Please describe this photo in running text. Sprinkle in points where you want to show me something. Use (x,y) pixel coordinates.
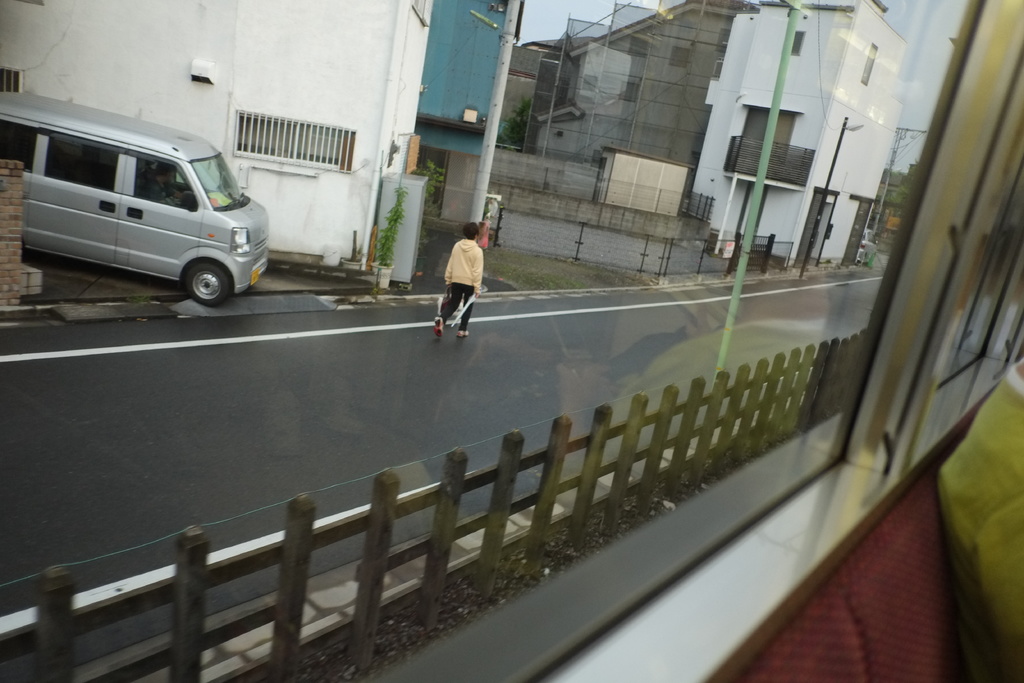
In this image I can see the person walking and I can also the vehicle (155,243) in silver color, background (819,114) I can see few buildings (485,9) in white and green color, few poles (888,187), trees (901,187) in green color and the sky (907,34) is in white color. In front (500,520) I can see few glass windows (987,292) and the fencing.
